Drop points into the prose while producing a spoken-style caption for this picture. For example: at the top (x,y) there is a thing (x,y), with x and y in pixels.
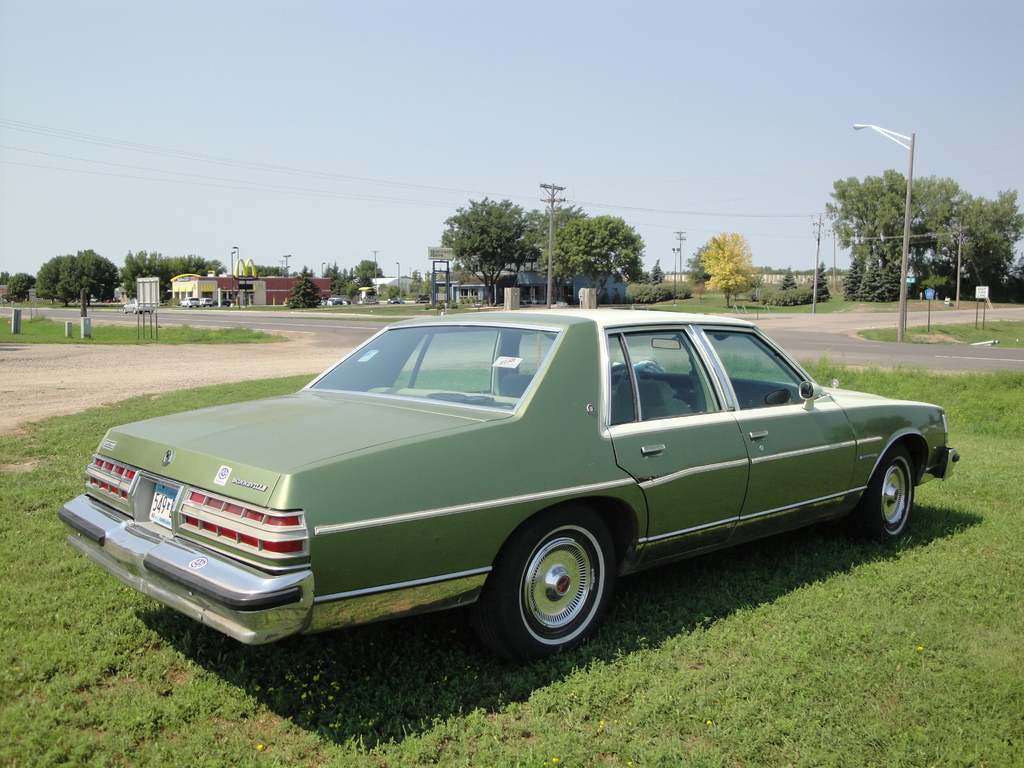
In this image we can see there is a car (502,499) parked on the surface of the grass (846,531). In the background (294,278) there are buildings (568,282), utility poles (561,200), trees (618,267) and sky (605,203).
